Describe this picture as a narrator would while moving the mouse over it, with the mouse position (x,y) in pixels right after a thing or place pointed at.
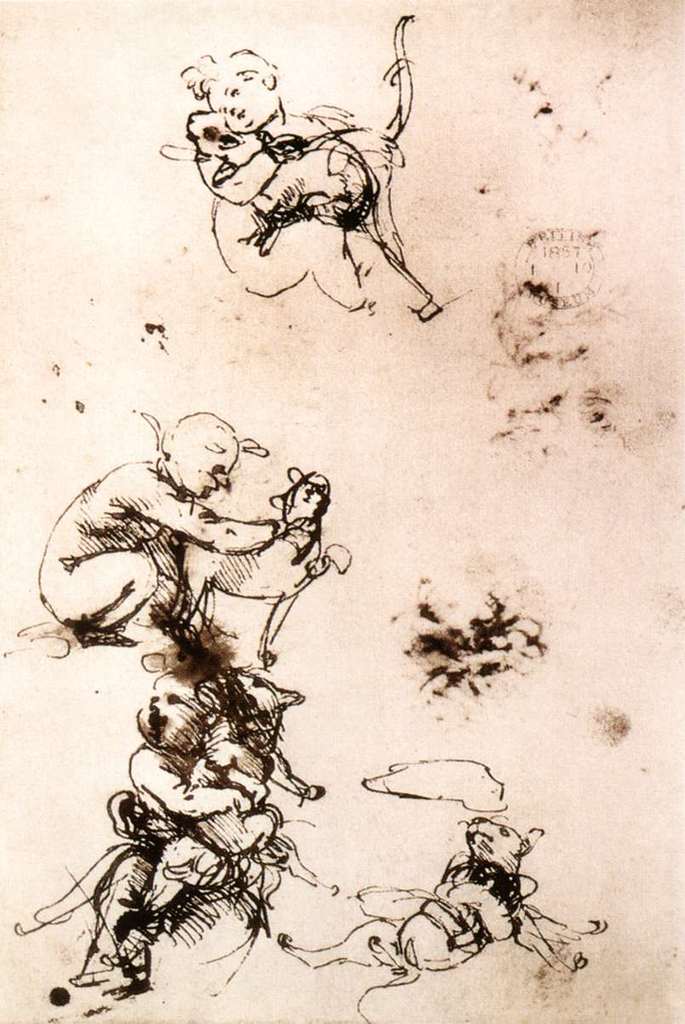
In this picture we can see a drawing (432,570). There is a person (167,497) and an animal (452,950).
